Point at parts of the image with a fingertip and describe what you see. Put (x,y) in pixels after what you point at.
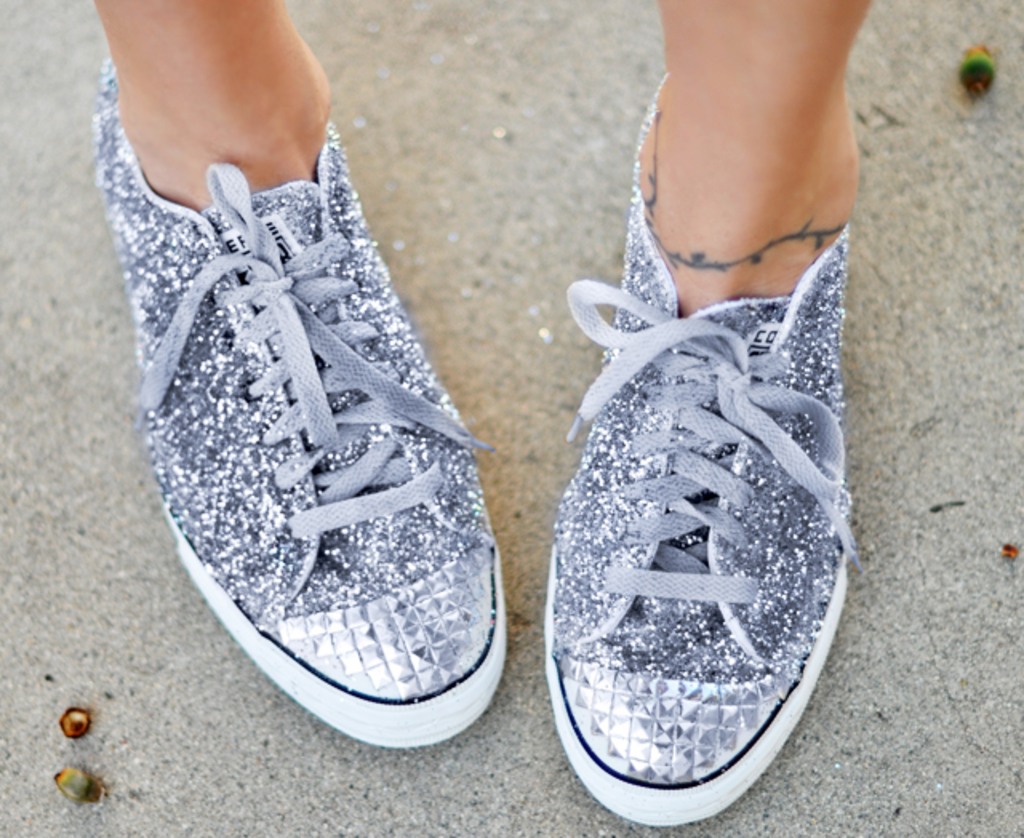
In the image there are two legs (684,91) of a woman (741,201) wearing silver shoes (484,506) and under the shoes (396,540) there is concrete (447,159).
